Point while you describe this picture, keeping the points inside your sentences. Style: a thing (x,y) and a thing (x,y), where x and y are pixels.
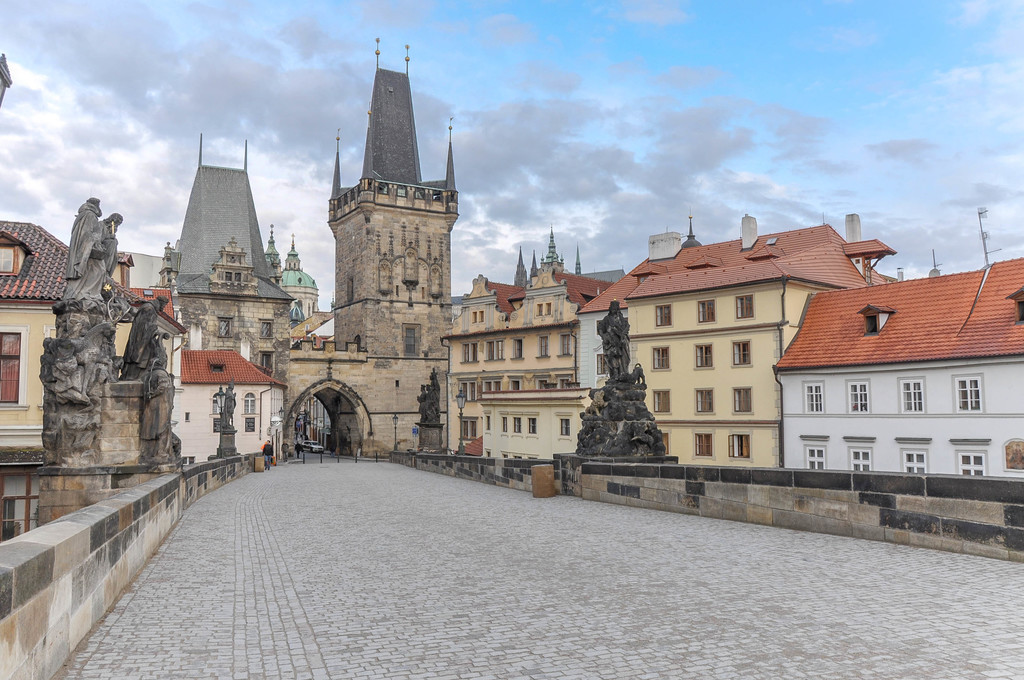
In this image I see the path (261,510) and I see number of buildings (350,246) and I see few statues (165,401). In the background (57,186) I see the sky (806,134) which is a bit cloudy.
